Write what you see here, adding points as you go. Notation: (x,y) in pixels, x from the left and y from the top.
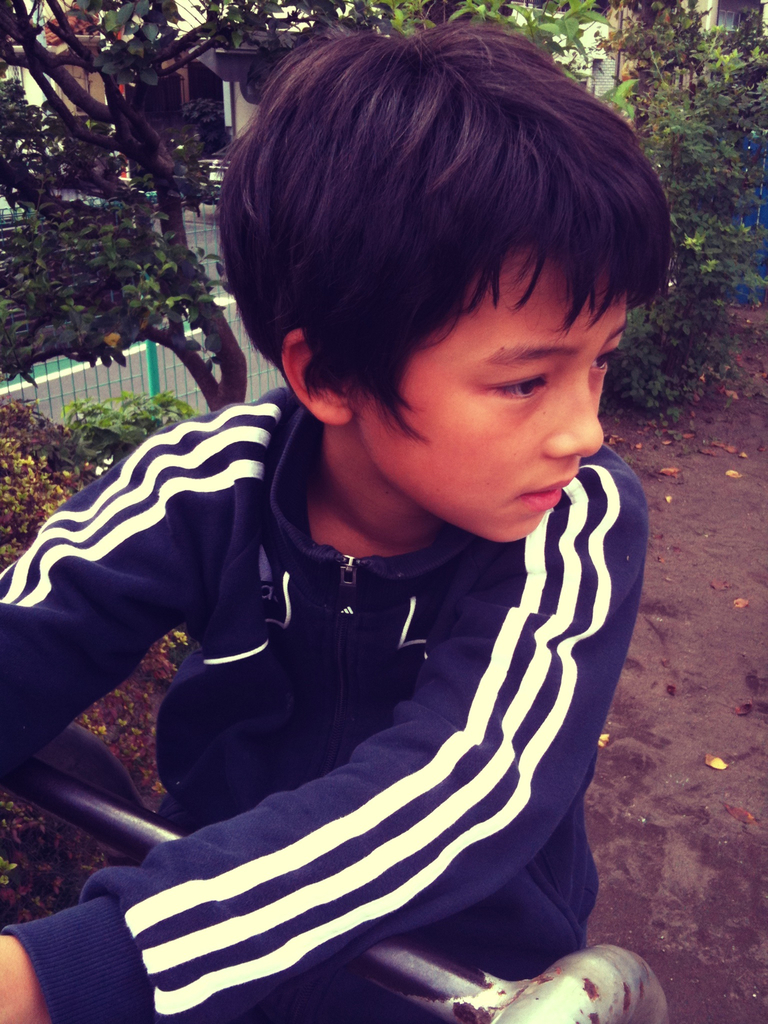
In this picture there is a boy (510,188) who is wearing jacket (318,874). He is standing near to the pipe (392,980). In the back (6,163) I can see the trees (6,163), building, plants (50,431) and metal fencing (135,390).
